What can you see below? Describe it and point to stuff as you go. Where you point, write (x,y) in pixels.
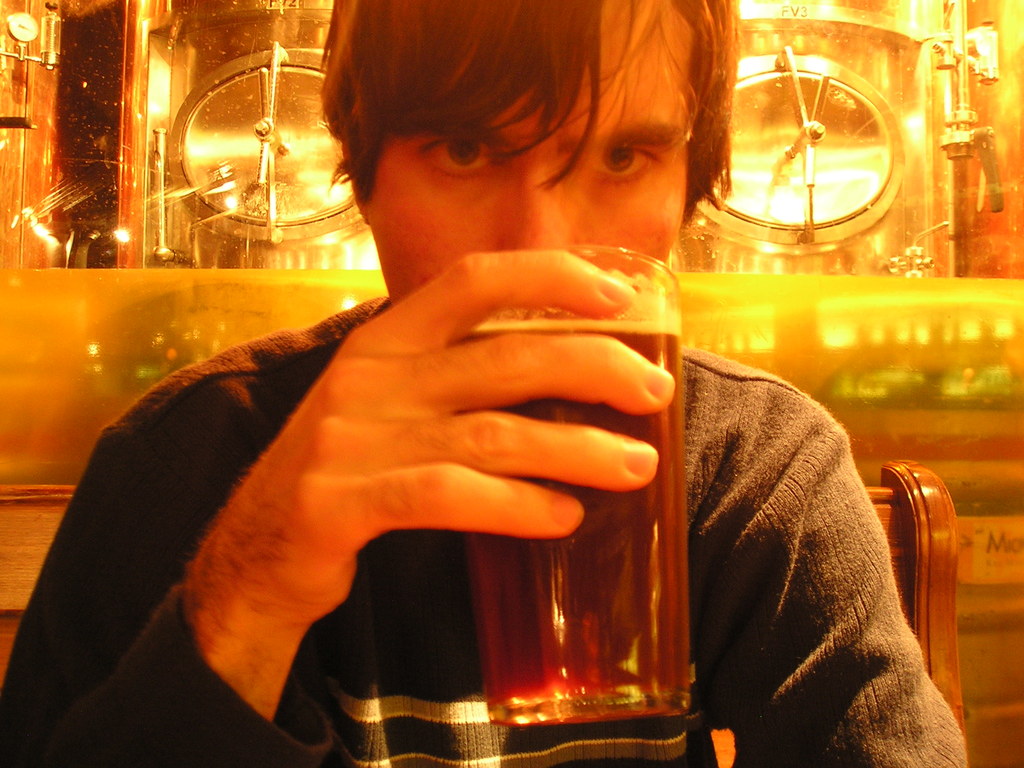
In this picture we can see a man (761,514) sitting on the chair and drinking the beer (592,662). Behind we can see the metal tanks (893,34) with round hatches (722,203).
